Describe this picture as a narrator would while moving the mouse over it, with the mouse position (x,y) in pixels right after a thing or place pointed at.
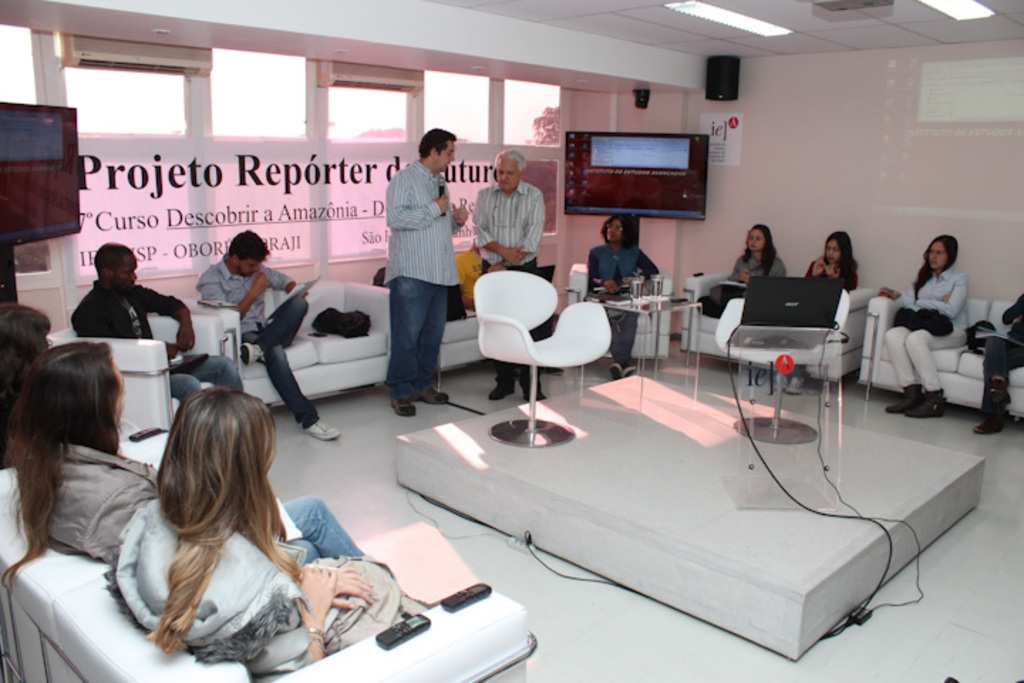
In this image few people (1,339) are sitting on the chairs (514,639). Two persons (515,239) at the middle of the image (391,367) is standing. One person (410,279) is holding a mike (438,201) before them there are two chairs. On a stand (759,339) laptop (815,299) is kept. Television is mounted onto the wall (764,184).
